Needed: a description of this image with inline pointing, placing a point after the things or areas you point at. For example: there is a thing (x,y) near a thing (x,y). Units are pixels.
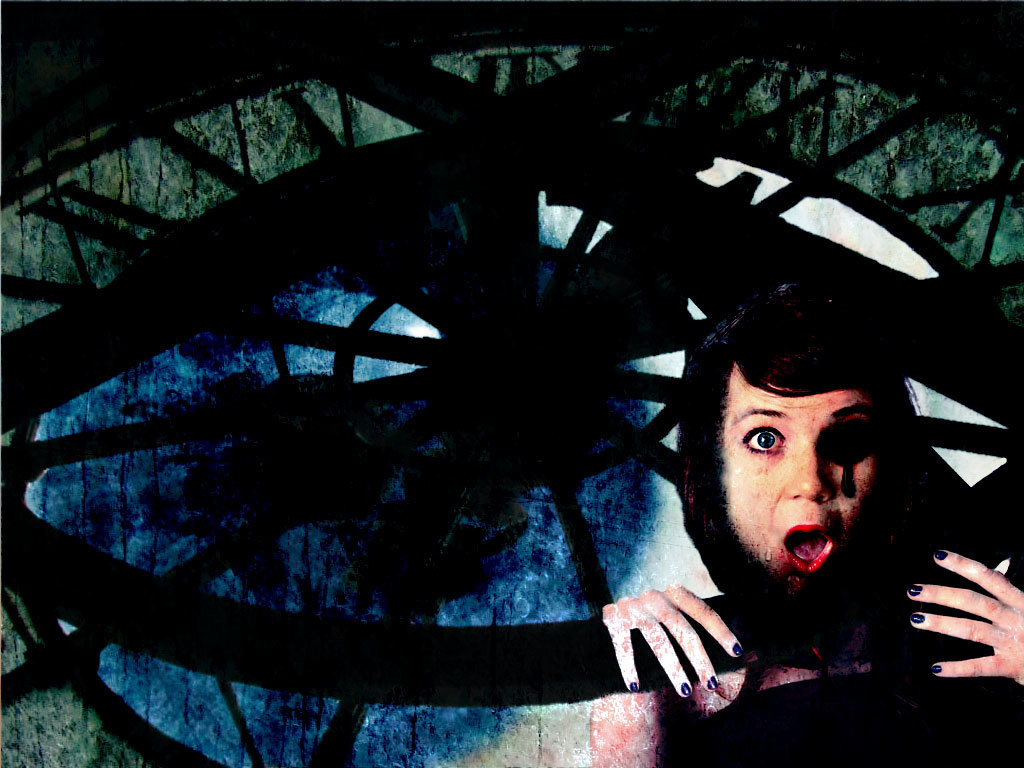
In the image there is a woman (883,460) standing in front of a window (400,96), this seems to be a painting (187,726).
